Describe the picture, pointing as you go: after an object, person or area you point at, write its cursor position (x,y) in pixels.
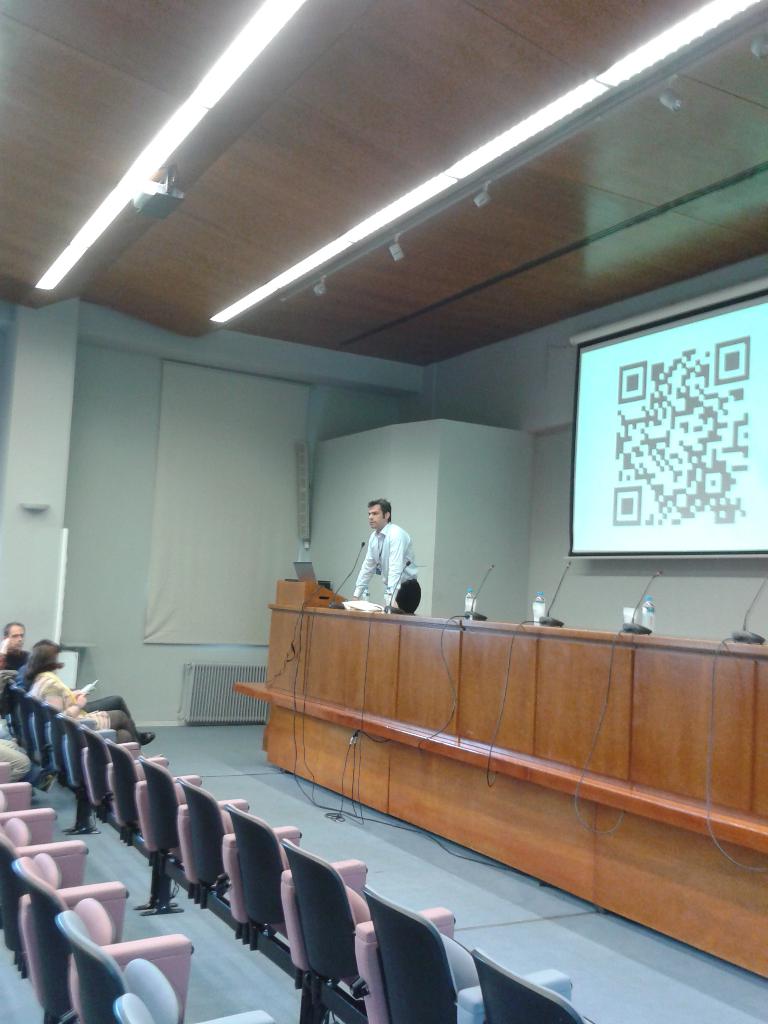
There are two persons (69,705) sitting on the chairs (40,712) and one person (407,573) standing. This looks like a podium (582,704) with the mike sets (547,625) and water bottles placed on it. This is the foldable screen (666,442). This is the projector (170,199) attached to the ceiling rooftop (147,114). These are the empty chairs (176,832).
